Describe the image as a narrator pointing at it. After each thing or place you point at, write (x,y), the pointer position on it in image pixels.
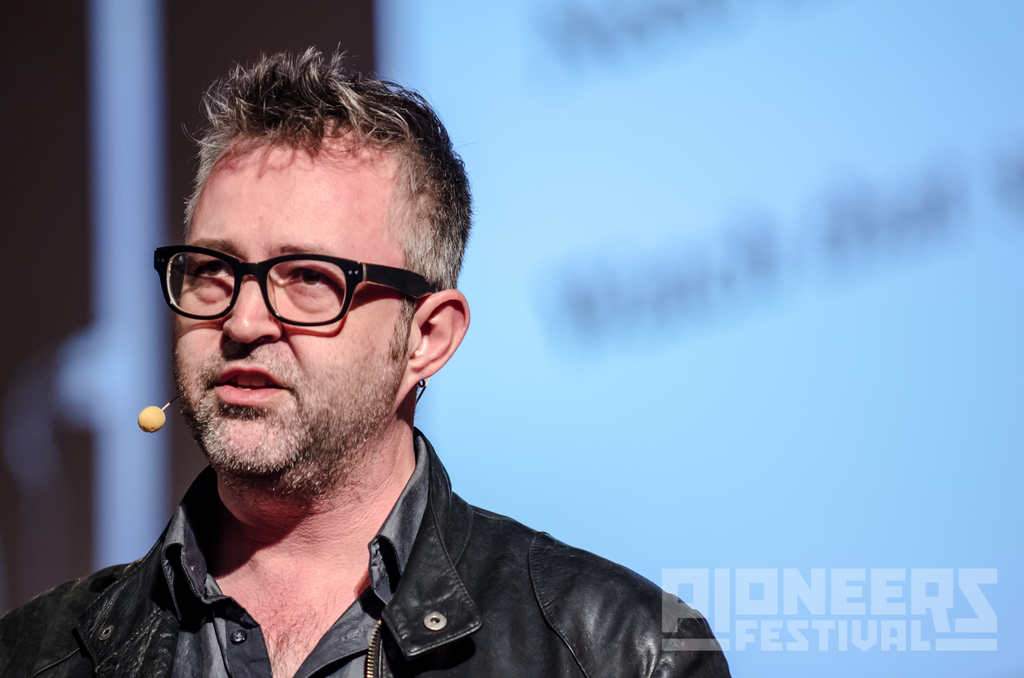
In this image we can see a man (290,648) is standing, he is wearing the black glasses (322,310), here is the microphone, the background (155,346) is in blue color.
